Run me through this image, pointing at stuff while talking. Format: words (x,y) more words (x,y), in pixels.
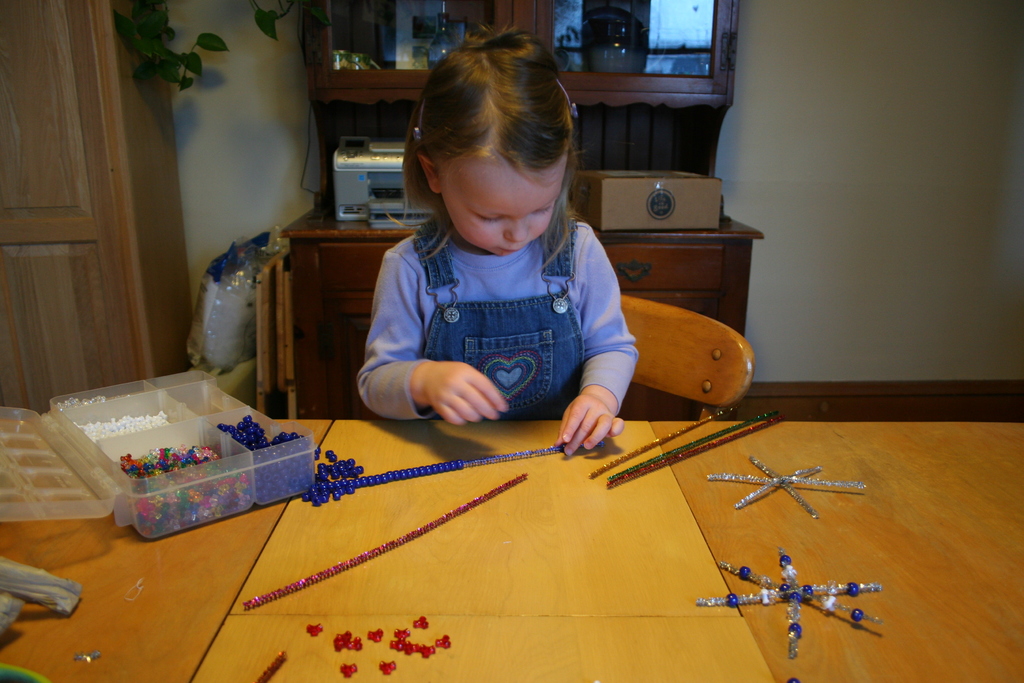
As we can see in the image there is a wall (879,286), table (655,426), chair (660,385) and a girl (528,323) standing over here.
